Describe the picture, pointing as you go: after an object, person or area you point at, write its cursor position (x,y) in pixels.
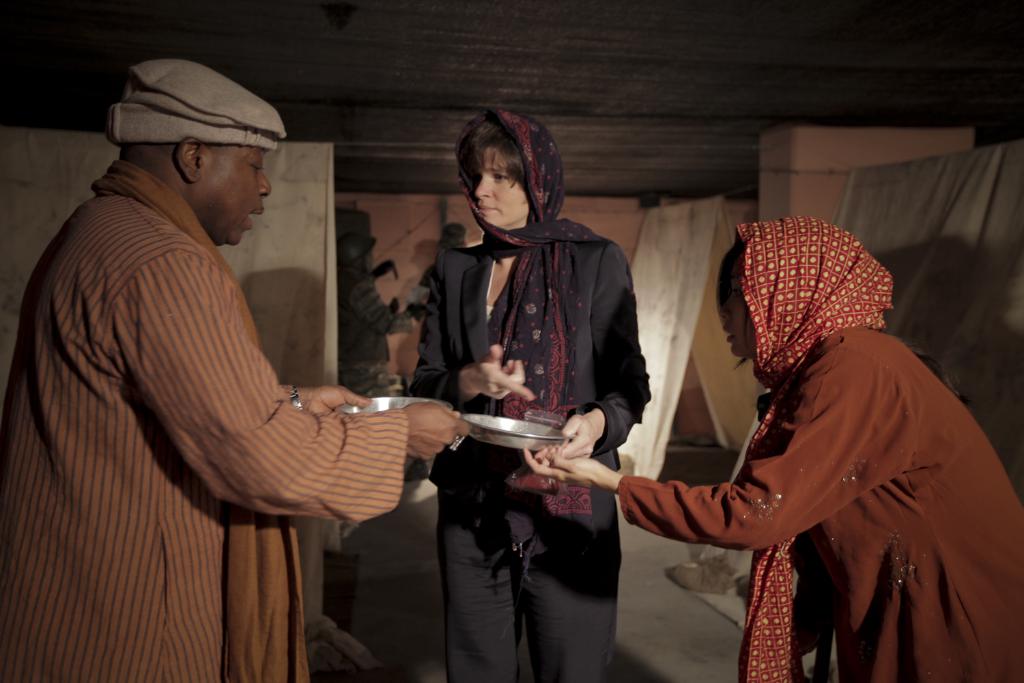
In this picture we can see a man (118,375) and two women (493,285) standing on the ground (383,674) where two people (443,327) are holding plates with their hands (314,404) and in the background (385,233) we can see wall (623,228).
